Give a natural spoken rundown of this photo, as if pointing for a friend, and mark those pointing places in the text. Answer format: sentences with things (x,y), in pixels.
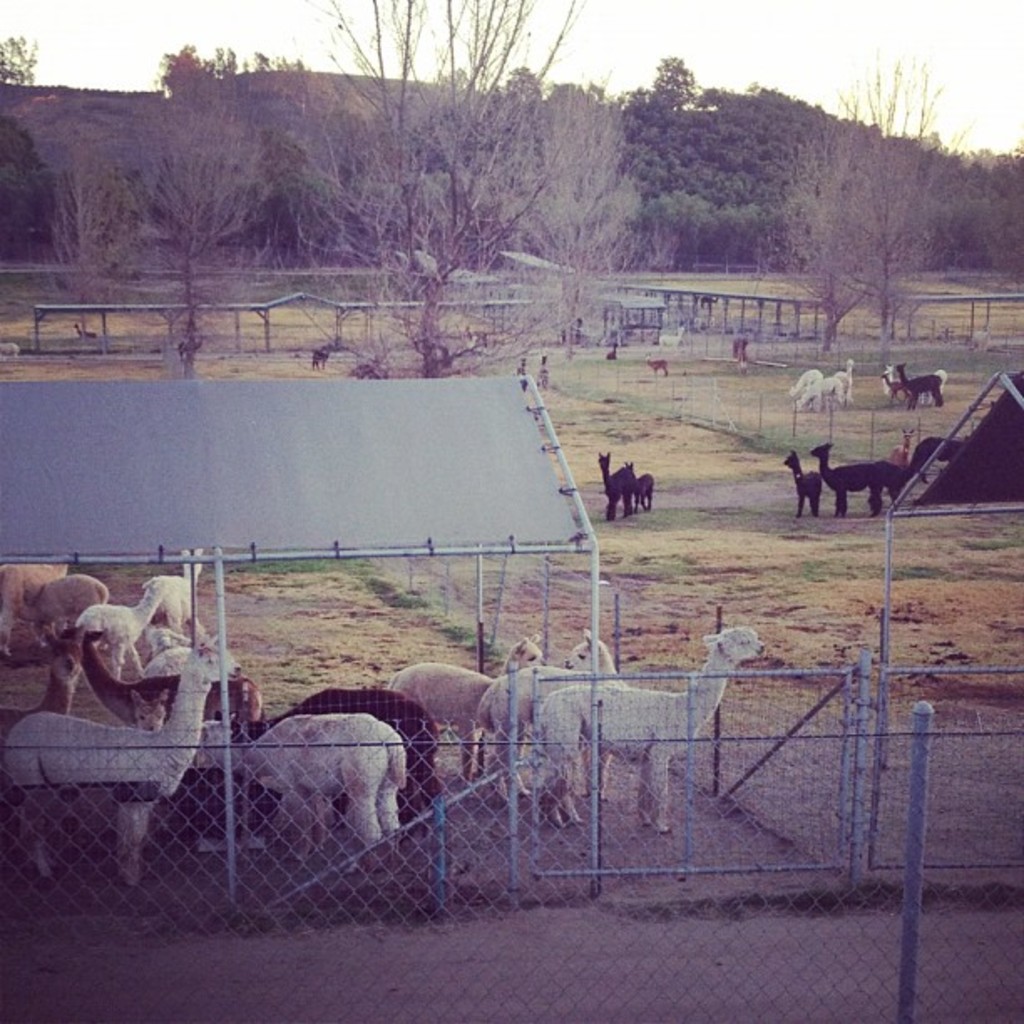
In this picture we can see a few animals (232,677) on the path (150,345). There is some fencing (238,857) from left to right. We can see some trees (527,133) in the background (994,194).
